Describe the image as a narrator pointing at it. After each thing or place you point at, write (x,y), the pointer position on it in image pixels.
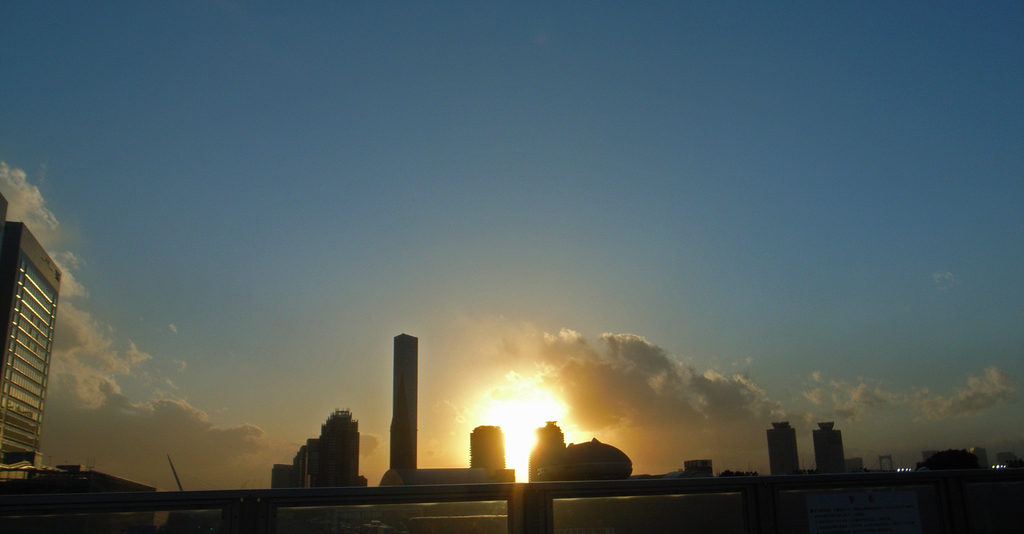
On the left side (45,314) there is a building (15,352). Also there are many other buildings (330,446). In the back (395,248) there is sky (210,386) with clouds (581,374) and sun (515,407) is also there.
